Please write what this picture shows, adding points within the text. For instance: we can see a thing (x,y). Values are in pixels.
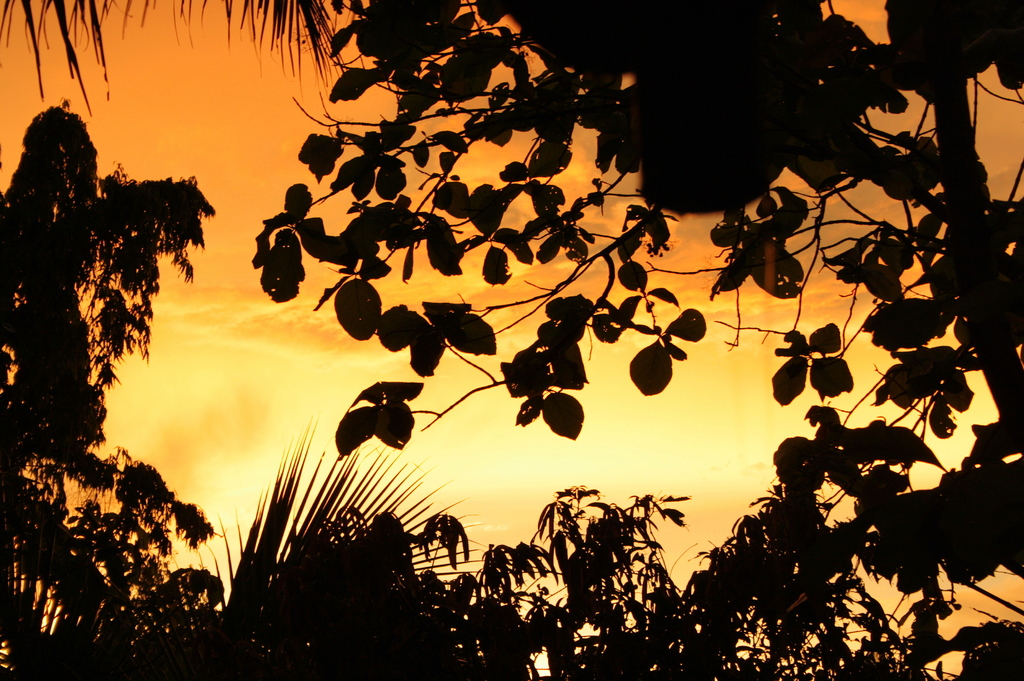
In this image we can see trees (372,234) and sky (723,371) with clouds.
